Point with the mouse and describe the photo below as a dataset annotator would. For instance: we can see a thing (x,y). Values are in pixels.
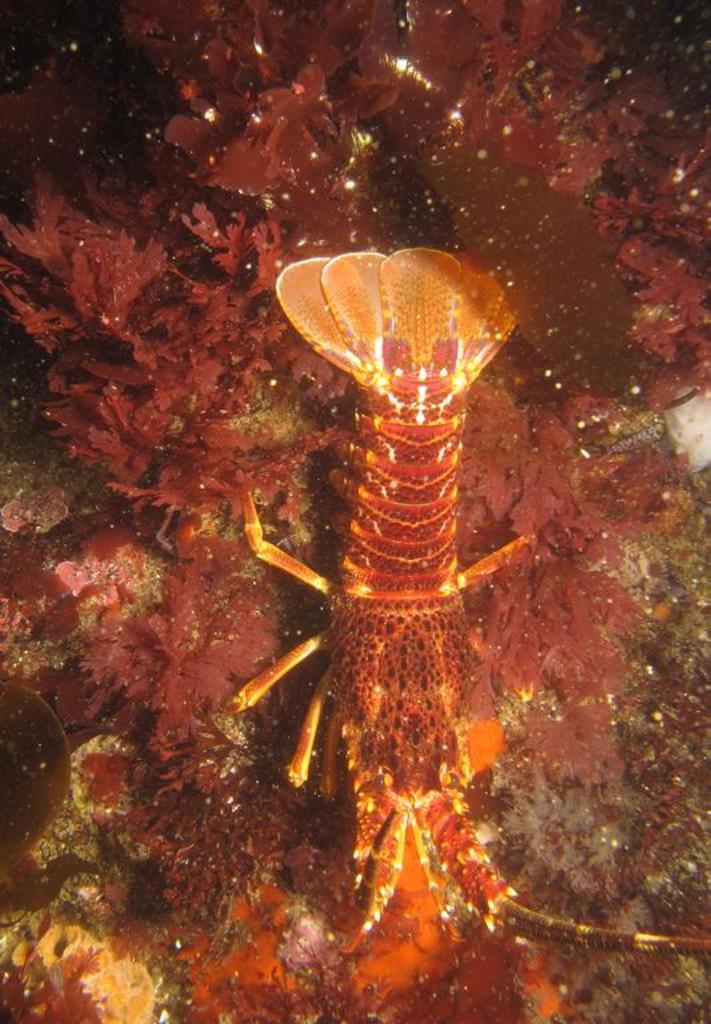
In the picture I can see a lobster (419,667) and there are small plants (382,156) around it.
